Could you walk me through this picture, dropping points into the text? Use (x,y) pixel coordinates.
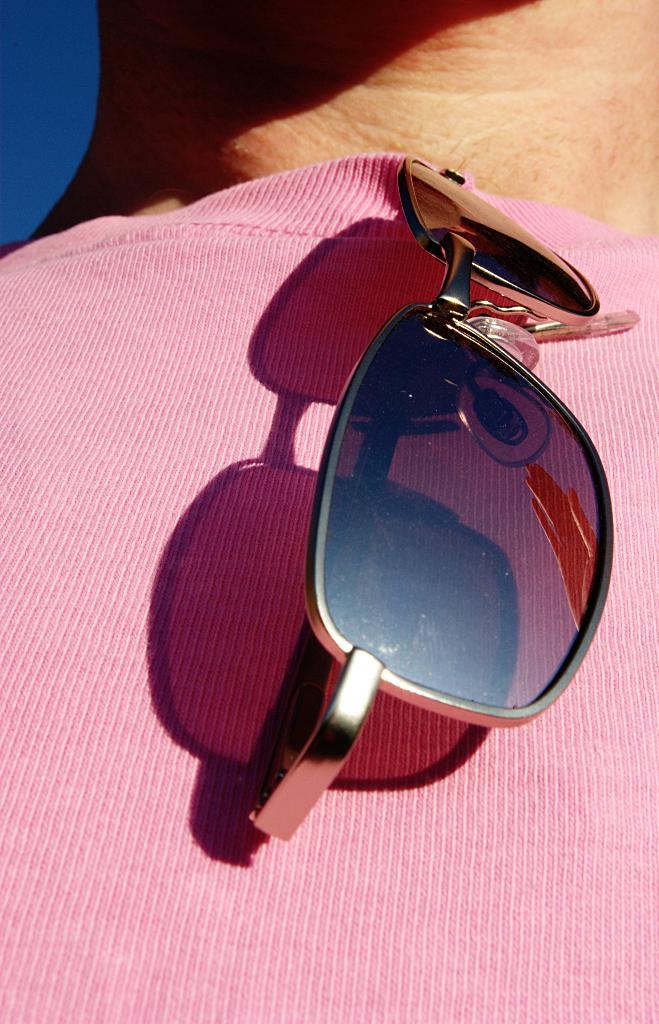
There is a goggle (425,601) and a pink t shirt (575,400).
